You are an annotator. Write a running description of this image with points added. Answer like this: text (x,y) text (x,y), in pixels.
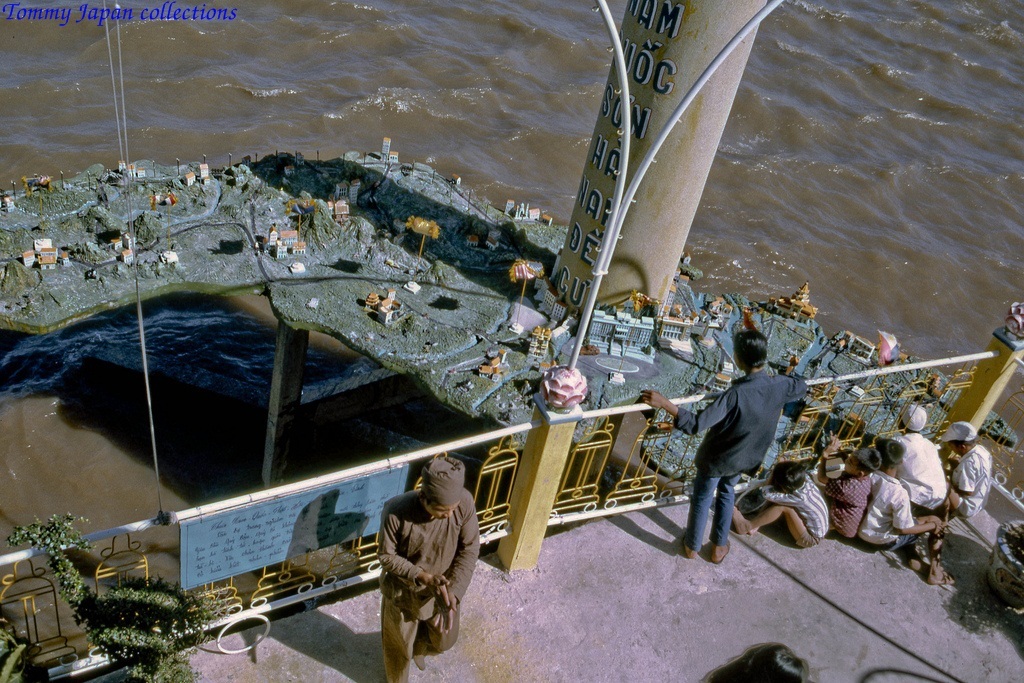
In this picture there are people (398,628) and we can see railing (241,612), pillars (548,402), poles (600,279) and board (206,559). We can see miniatures (639,364), water (59,101) and plants (179,664).
